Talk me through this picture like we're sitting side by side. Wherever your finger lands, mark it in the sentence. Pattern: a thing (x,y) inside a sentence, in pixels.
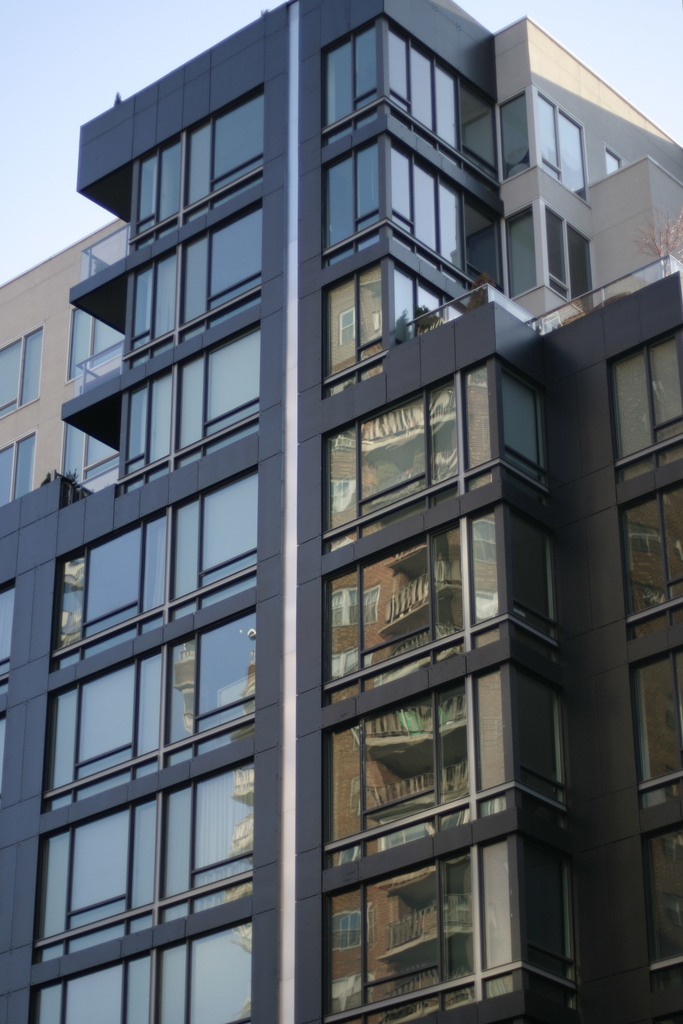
In this image I can see a building (365,275), number of glass windows (192,520) and on these windows (411,301), I can see reflection (371,341) of a building (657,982). On the top side of the image (100,9) I can see the sky (485,15).
